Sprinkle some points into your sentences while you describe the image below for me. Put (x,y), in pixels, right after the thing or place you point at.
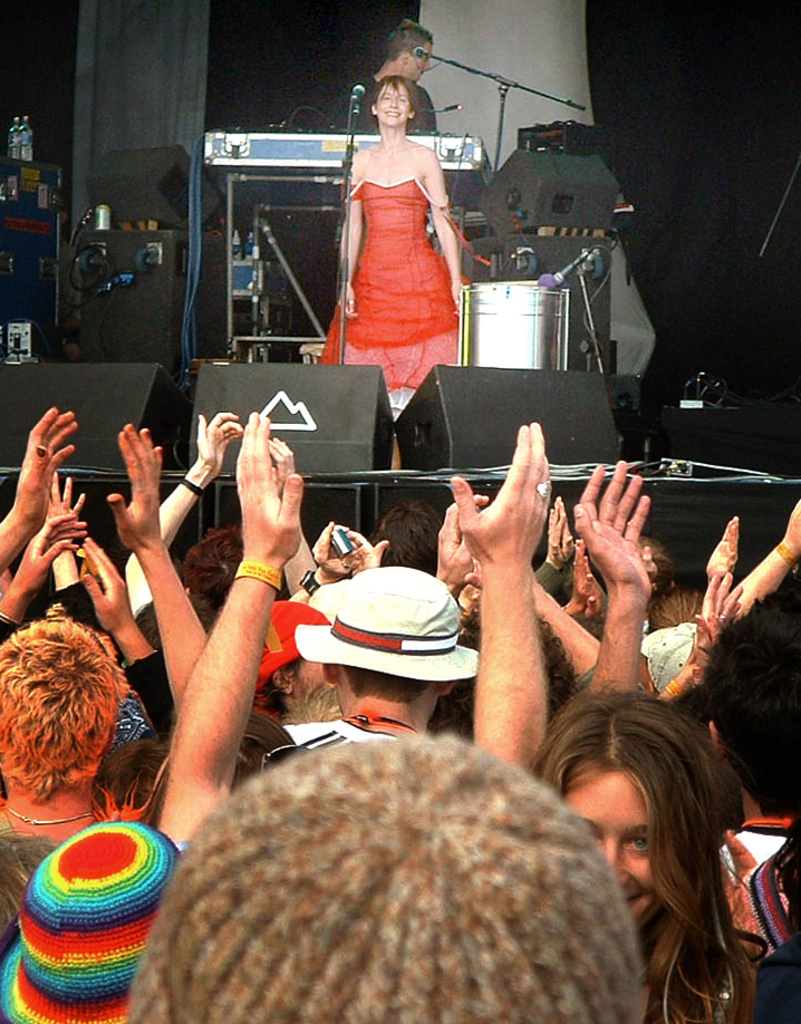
At the bottom of the image (607,749) there are many people (421,718). There are few people (318,723) with hats (302,645) on their heads (337,649). In front of them there is a stage (85,482). On the stage (86,492) there are speakers (430,381). And also there is a lady (389,251) in front of her there is a stand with mic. Behind her there is a man (400,54) standing and also there is a stand (450,62) with mic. In the background (446,24) there are many speakers (141,176), boxes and curtains (622,291).
